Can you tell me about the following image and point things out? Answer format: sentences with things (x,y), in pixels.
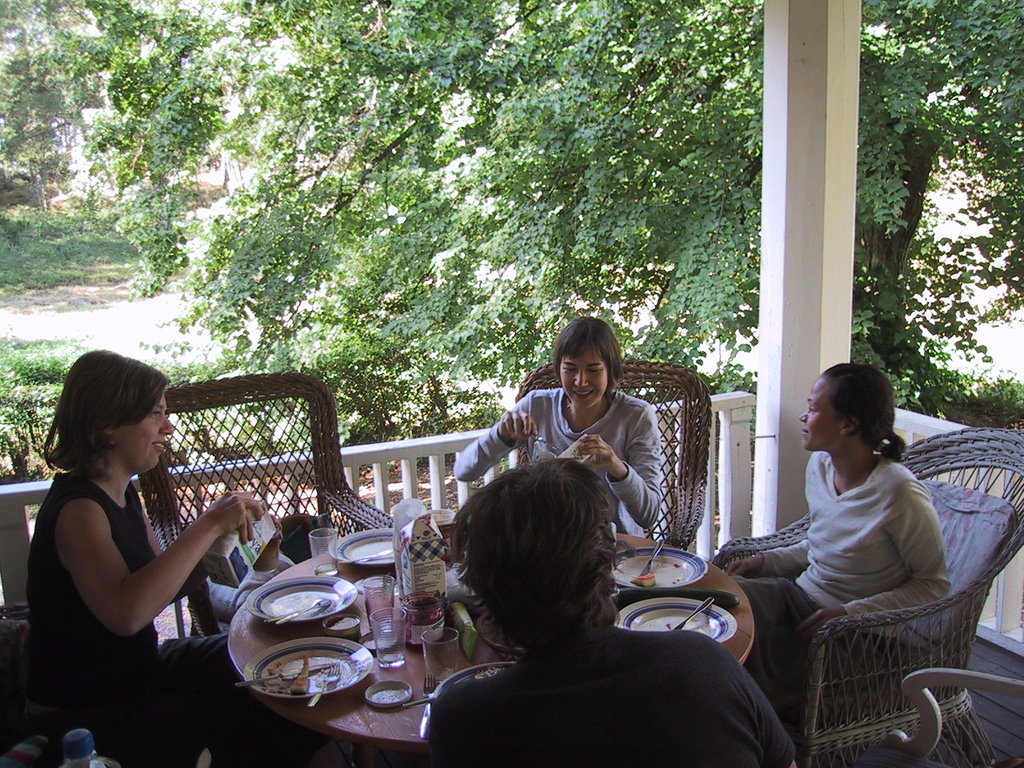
As we can see in the image there are trees (452,191), and four people (536,418) sitting on chairs (194,422). In front of them there is a table (385,726). On table (376,737) there are glasses (380,613) and plates (354,547).
